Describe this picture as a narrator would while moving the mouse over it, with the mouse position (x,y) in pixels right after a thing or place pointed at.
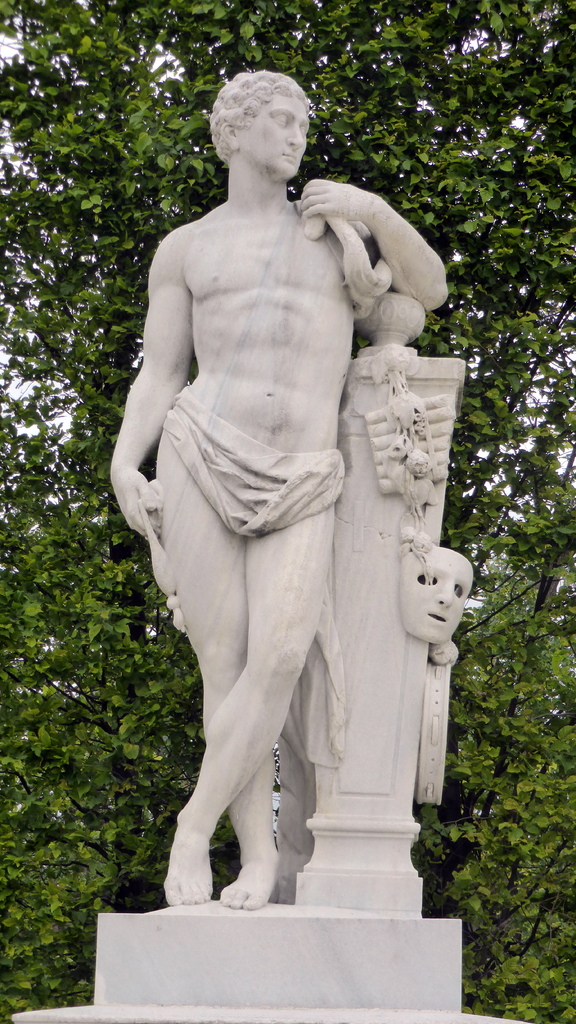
In the middle of the picture (375,504), we see the statue (270,479) of the man (249,780) standing. In the background (77,145), there are trees (111,299).
